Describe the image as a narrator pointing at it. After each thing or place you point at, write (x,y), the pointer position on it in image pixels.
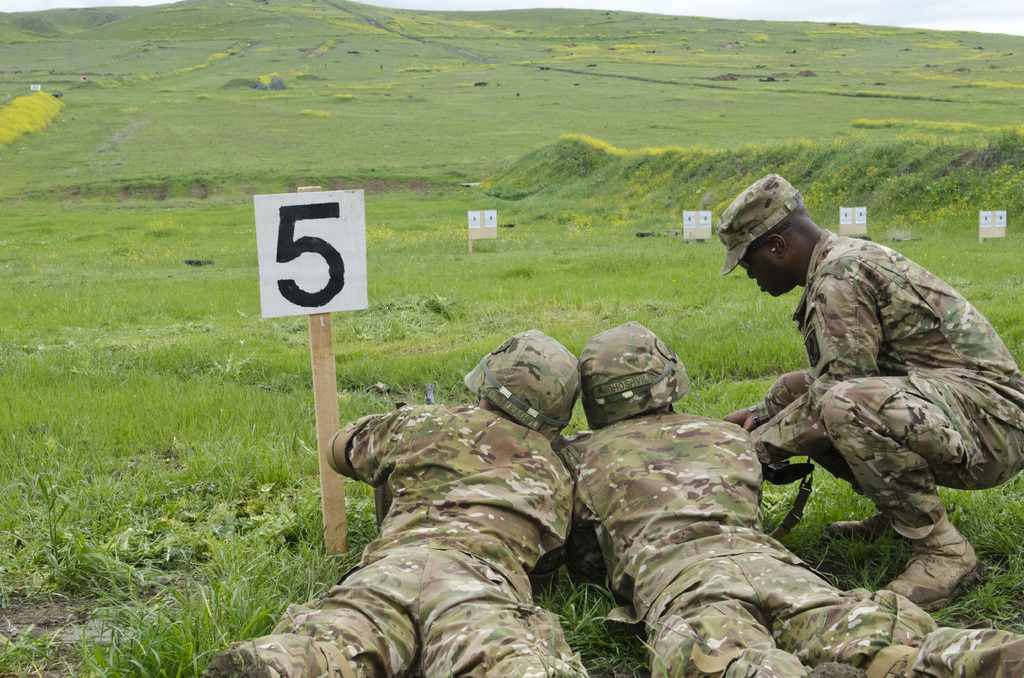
There are three persons (570,406) wearing caps (590,355). Two (590,355) are lying on the ground (818,473). And one person (820,421) in crouch position. On the ground (390,222) there is grass (300,339). Also there is a placard (346,247) with number (317,242). In the back (477,229) there are boards (996,219).
